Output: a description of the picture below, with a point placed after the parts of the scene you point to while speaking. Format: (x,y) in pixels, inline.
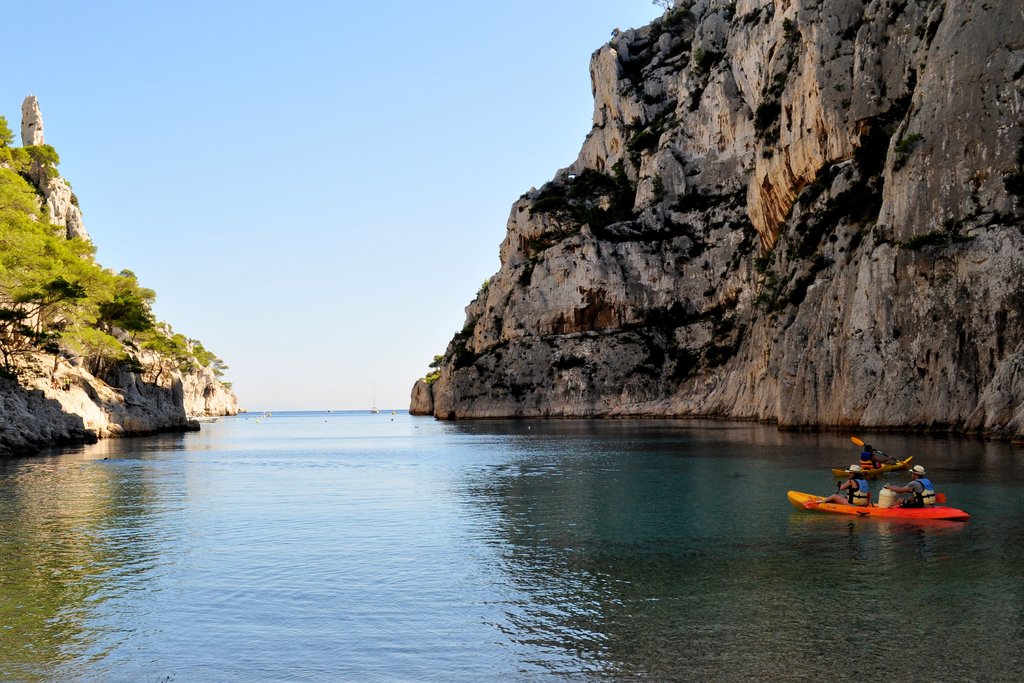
There is water (486,475). On the right side (933,331) there is a rock hill (807,268) and boats (923,511) in the water (808,584). On the boat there are people (921,469) sitting. On the left side (115,383) there is a hill (71,349) with trees (105,278). In the background (277,191) there is sky (360,138).
